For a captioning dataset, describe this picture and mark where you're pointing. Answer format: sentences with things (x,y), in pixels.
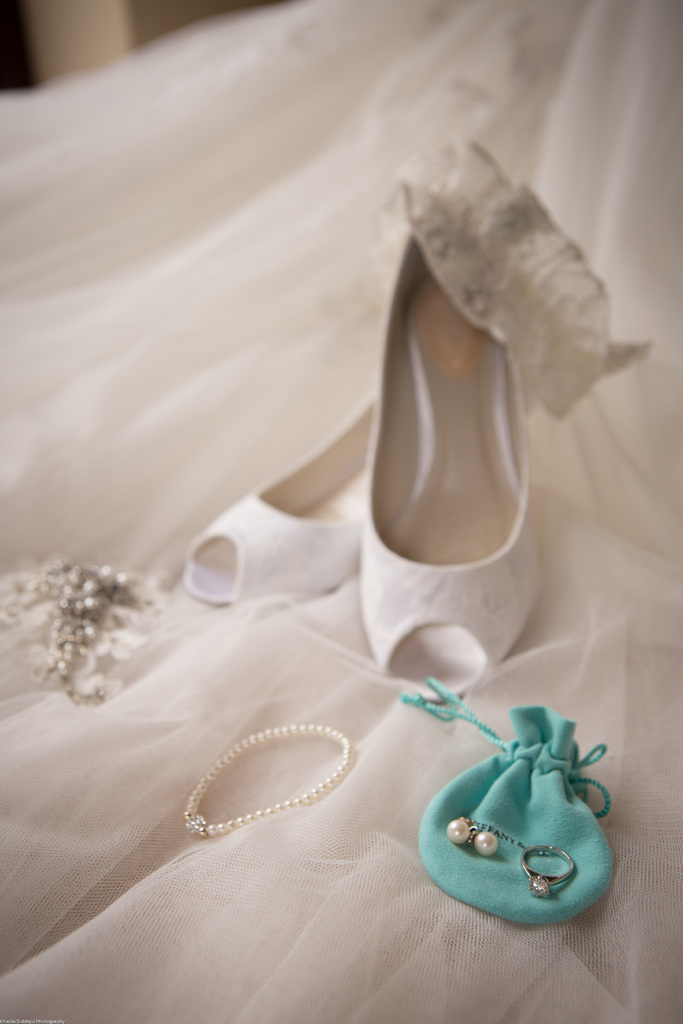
In this image there is a ring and earrings (468,827) on the pouch (469,861), hairband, shoes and bracelet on the white color cloth (273,398).
